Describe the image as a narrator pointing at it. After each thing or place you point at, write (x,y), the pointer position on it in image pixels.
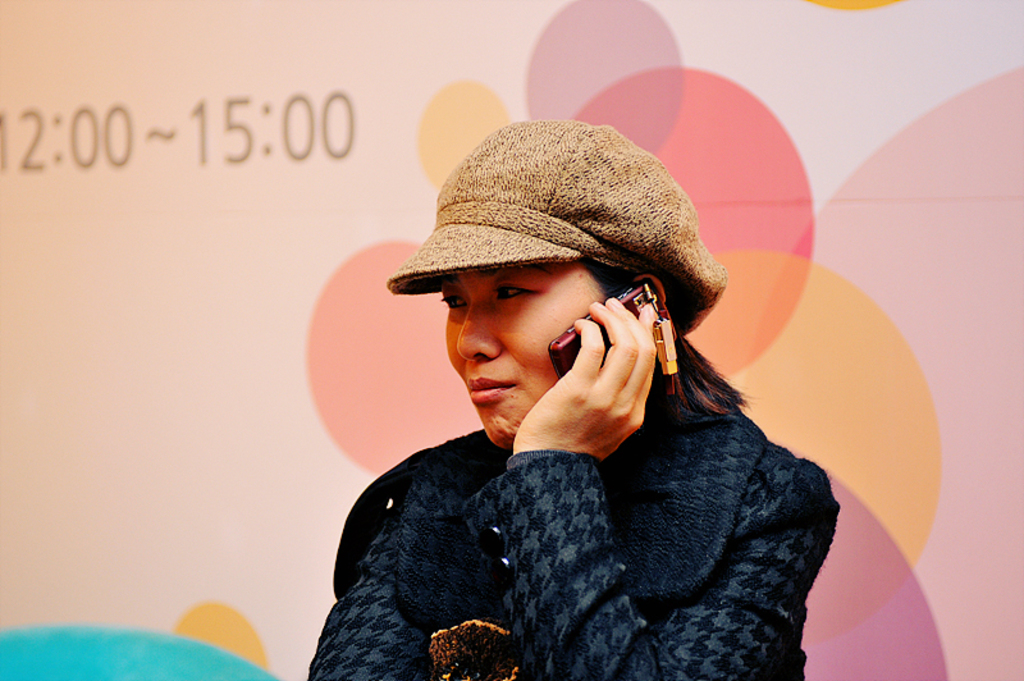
In this image I see a woman (503,352) who is wearing blue dress (604,481) and I see that she is also wearing a cap (449,190) which is of brown in color and I see that she is holding a phone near to her ear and in the background (815,17) I see the screen (889,8) on which I see the numbers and it is colorful.
